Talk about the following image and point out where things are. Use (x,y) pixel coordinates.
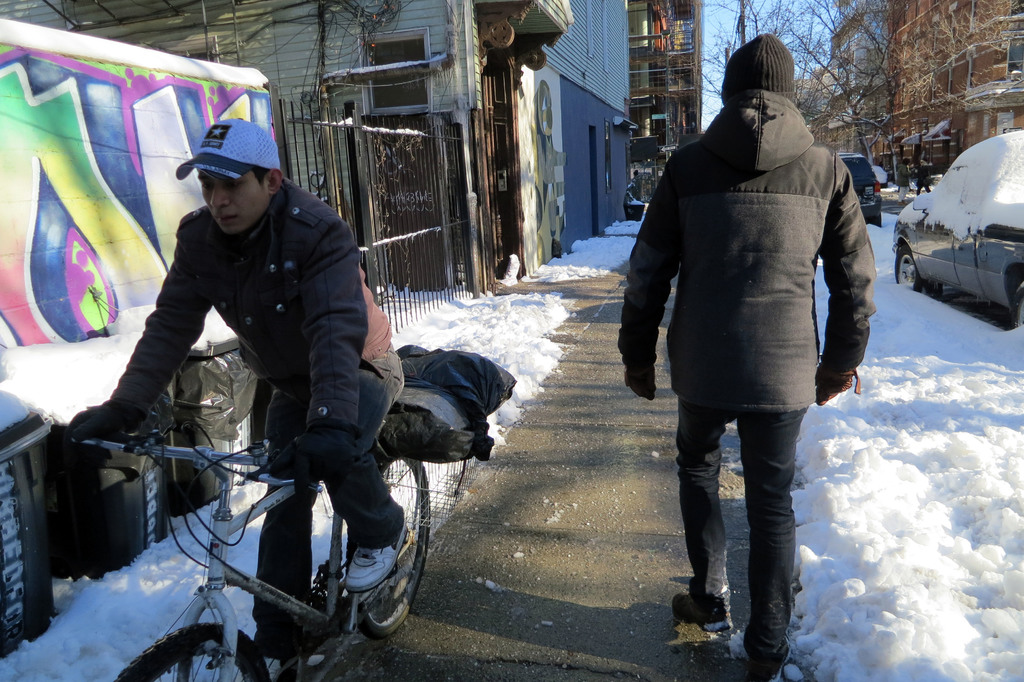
In this image I can see person (315,378) sitting on the bicycle (251,579). In front (754,528) the person (747,421) is walking and wearing black dress (783,281). Back Side I can see buildings (646,41) and vehicles (878,198) on the road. We can see trees (771,16) and snow (984,466).
